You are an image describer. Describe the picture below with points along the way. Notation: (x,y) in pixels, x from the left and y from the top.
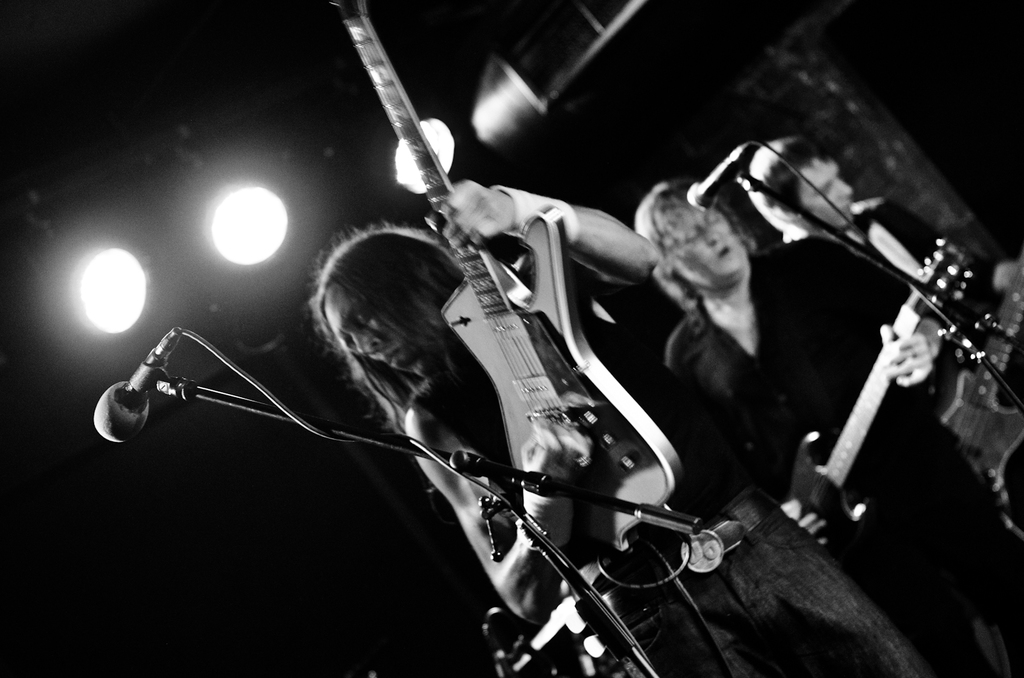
In this picture there is a man (402,241) who is playing a guitar (533,383). He is standing near to the mic (128,428). On the right (836,156) there are two person (808,191) were also playing the guitar (900,328). On the left (139,278) I can see the focus lights (223,226). In the bottom left (183,592) I can see the darkness (230,642).
